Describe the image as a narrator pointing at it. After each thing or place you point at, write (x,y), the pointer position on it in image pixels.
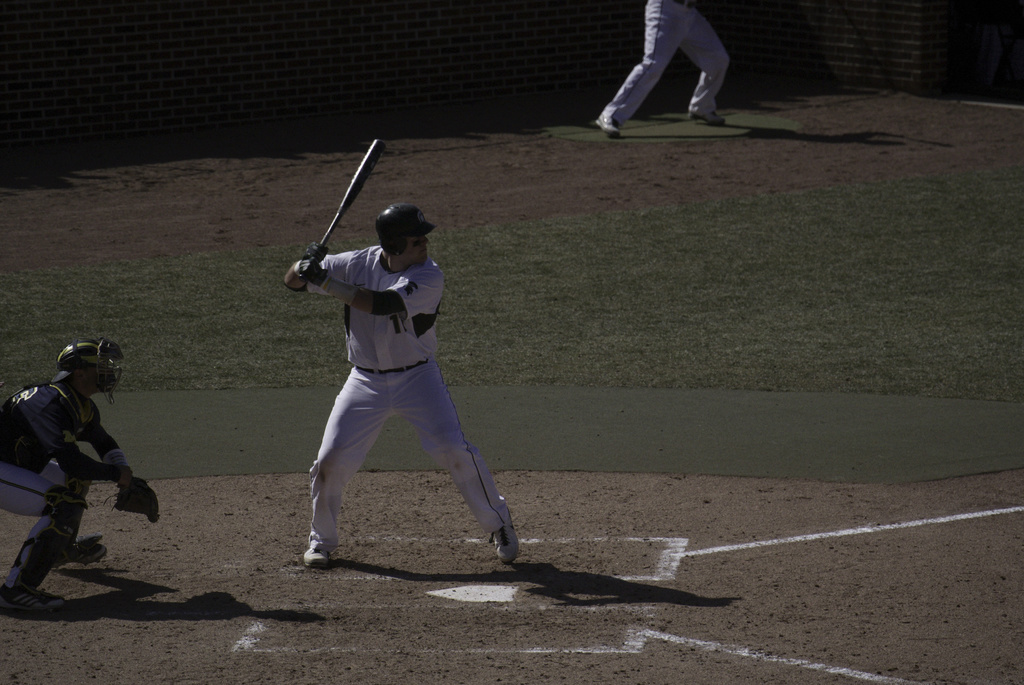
In this image we can see three persons (365,391) in the ground (338,341), a person (367,282) is holding a bat (367,164) and a person (384,253) is wearing a helmet (88,359) and a wall (846,56) in the background (428,49).
